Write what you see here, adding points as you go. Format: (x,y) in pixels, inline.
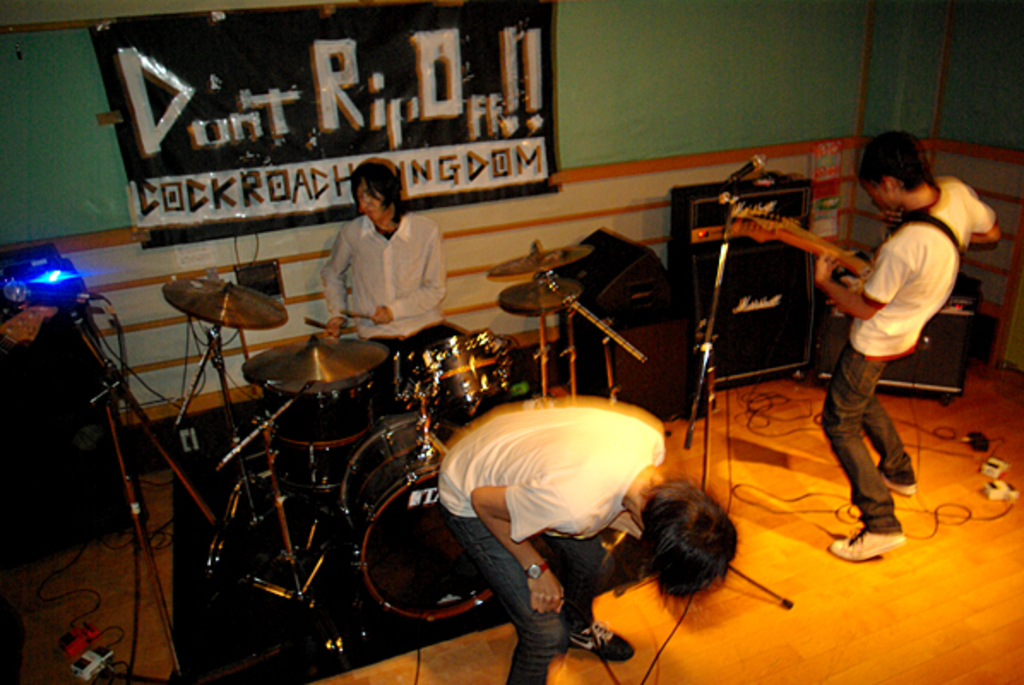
In this image I can see there are two people (647,509) who are standing on the floor (682,471) and one man (393,329) is sitting on a chair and playing drums (358,417). I can also see a man (886,328) is playing guitar (745,225) in front of a microphone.
